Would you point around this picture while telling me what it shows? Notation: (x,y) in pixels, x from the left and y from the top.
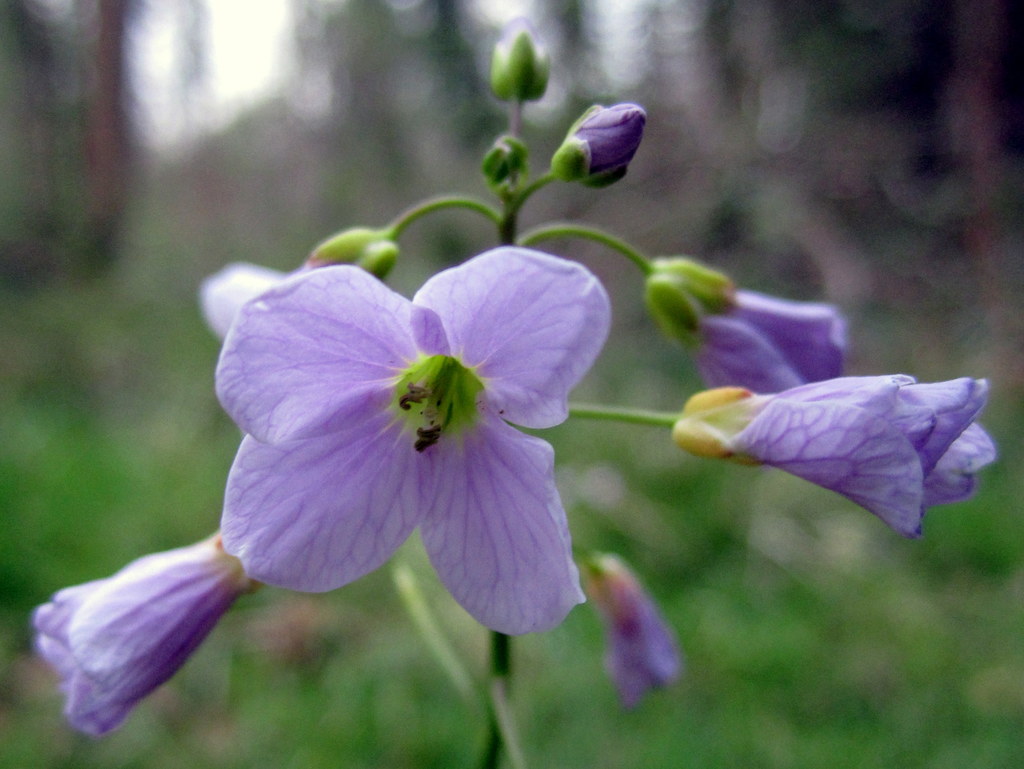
This image consists of a flower (375,397) which is in the front (416,456) and the background (48,743) is blurry.
